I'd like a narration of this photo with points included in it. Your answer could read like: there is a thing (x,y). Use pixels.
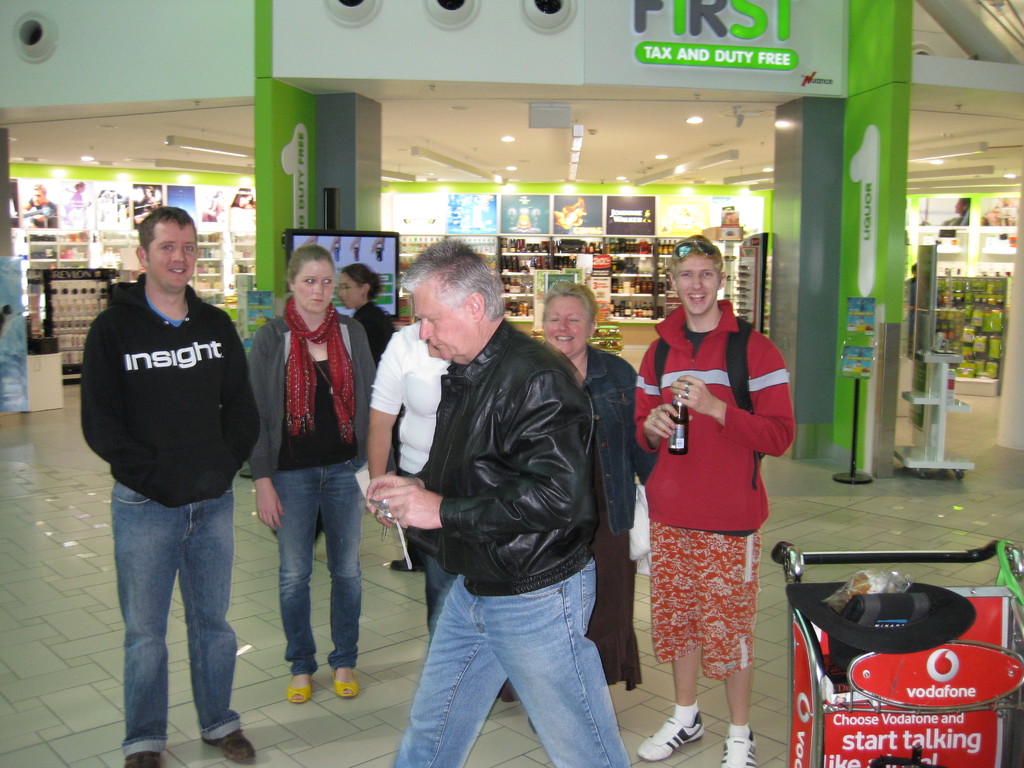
A man (591,482) is walking he wore black color coat (585,461) and blue color jeans trouser (576,663). Few people (337,361) are standing and looking at him. It looks like a store (256,307).
